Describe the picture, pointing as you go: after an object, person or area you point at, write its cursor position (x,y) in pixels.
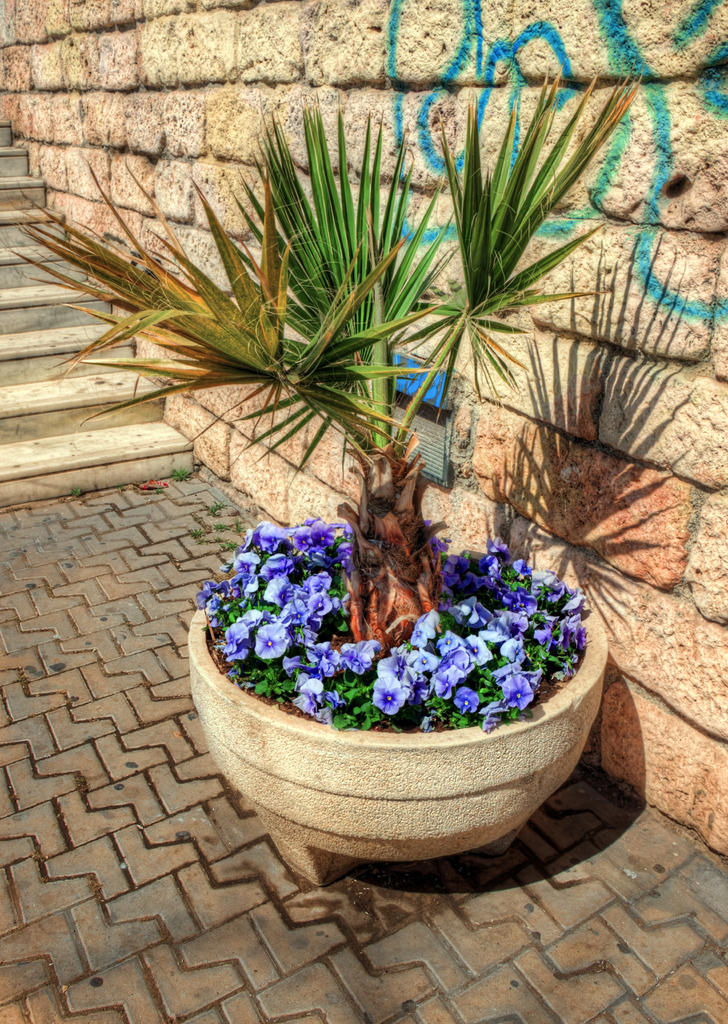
Here we can see a house plant (316,340) in a pot (398,825) on the floor (493,896) and we can also see small plants (318,629) with flowers (311,619) in it. In the background (194,161) we can see wall (419,112) and drawings (429,101) on it and on the left side (17,371) we can see steps (54,320).
